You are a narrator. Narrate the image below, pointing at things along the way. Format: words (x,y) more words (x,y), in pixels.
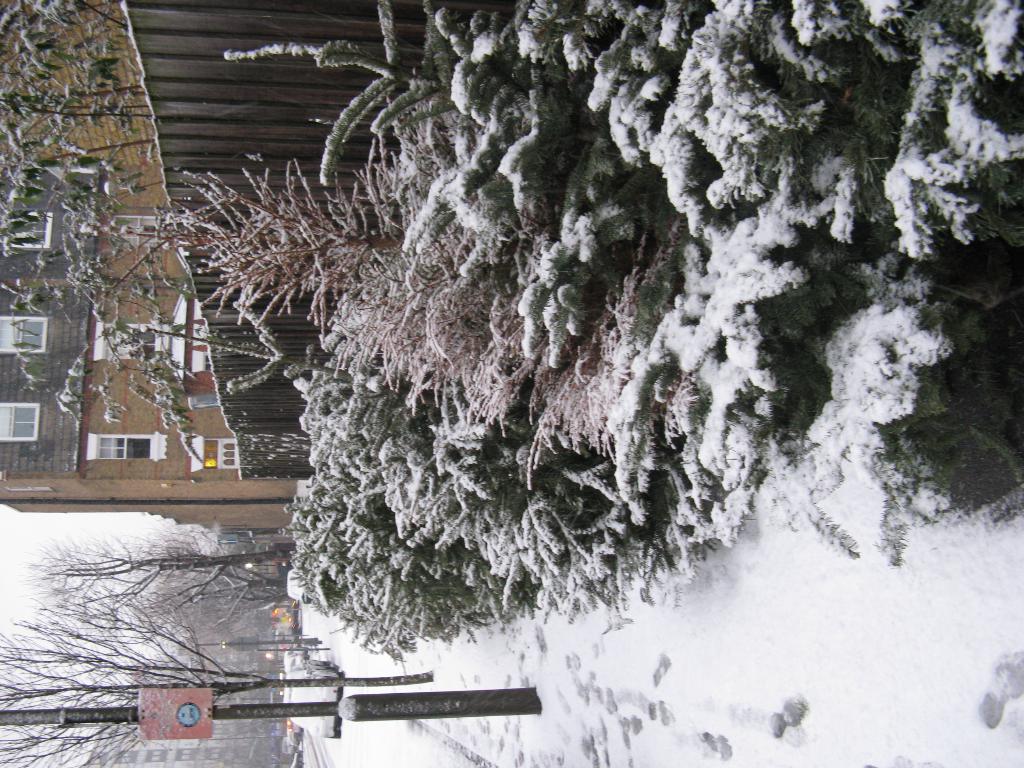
This image is taken outdoor. At the bottom of the image (592,726) there is a road (416,746) covered with snow (710,701). At the top right of the image (730,116) there are a few plants (427,464) and there is a tree (518,117) covered with snow (673,436). At the top left of the image (104,159) there is a building (124,258) with walls (116,470), windows (114,450) and there is a wooden fence (246,83). At the left bottom of the image (172,645) there are a few trees (172,645). There is a signboard (166,721). There are a few buildings (237,744) and a few cars (293,724) are moving on the road (344,742).
